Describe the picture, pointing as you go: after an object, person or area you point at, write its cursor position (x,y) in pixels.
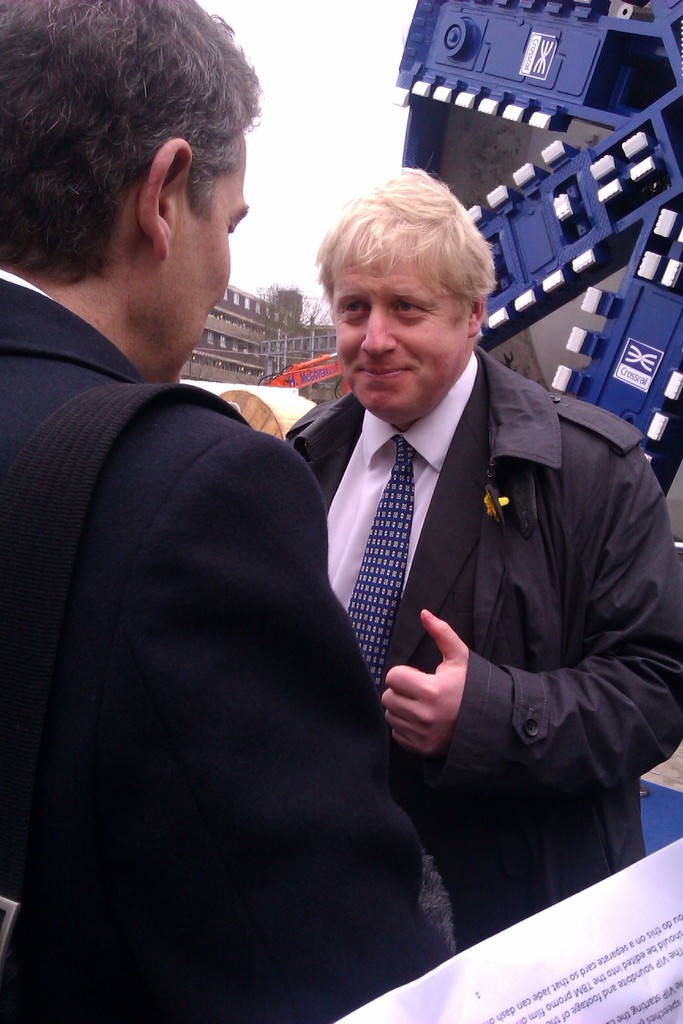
In this image we can see two persons (257,568) standing, there are cranes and a building (251,331), at the bottom of the image (366,1011) we can see a paper (612,1017) with some text (662,1017) and in the background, we can see the sky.
